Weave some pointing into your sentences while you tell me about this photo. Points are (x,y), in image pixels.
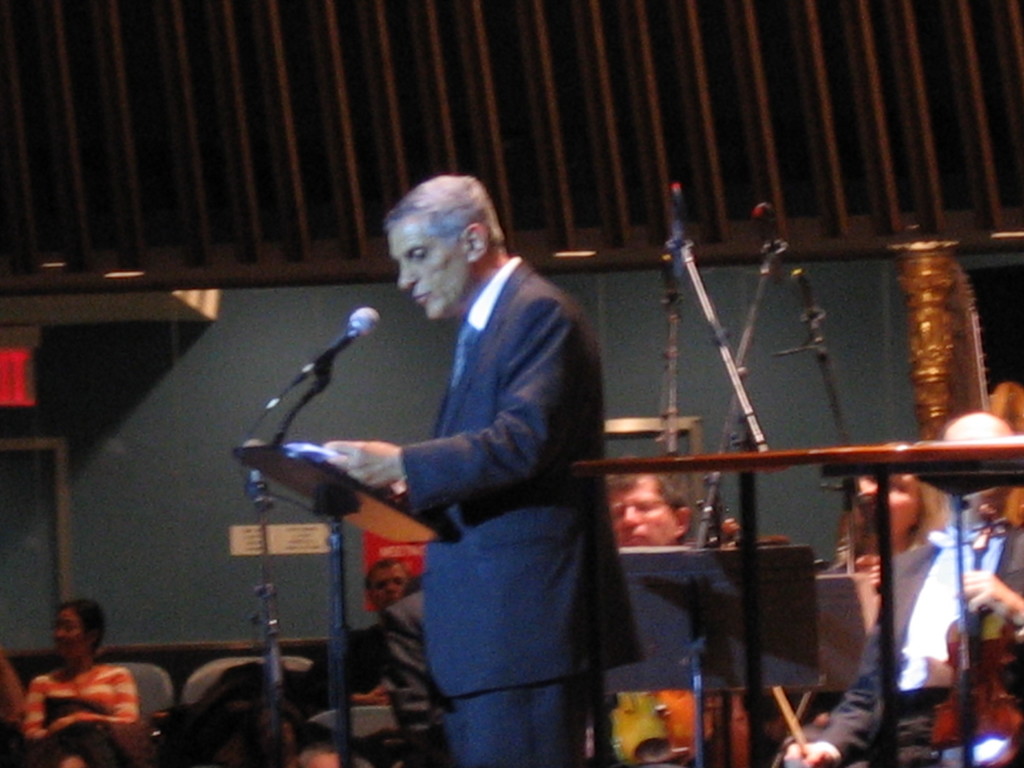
In this picture we can see a man (440,439) is standing in front of a podium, there is a microphone (319,389) in front of him, in the background (94,680) there are some people (108,678) sitting on chairs (203,672), on the right side (861,461) there is a table (877,469) and microphones (755,423).
